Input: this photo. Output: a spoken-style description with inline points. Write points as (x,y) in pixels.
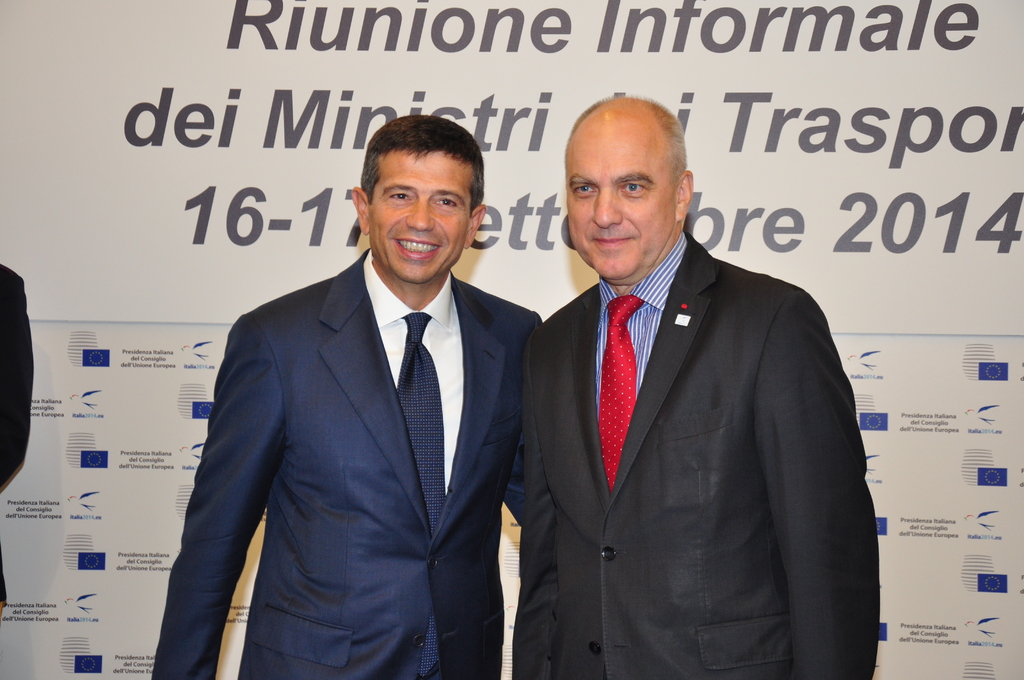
In this image we can see two people (525,383) standing and smiling, in the background (277,173), we can see a poster (198,224) with some text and images (968,476).
